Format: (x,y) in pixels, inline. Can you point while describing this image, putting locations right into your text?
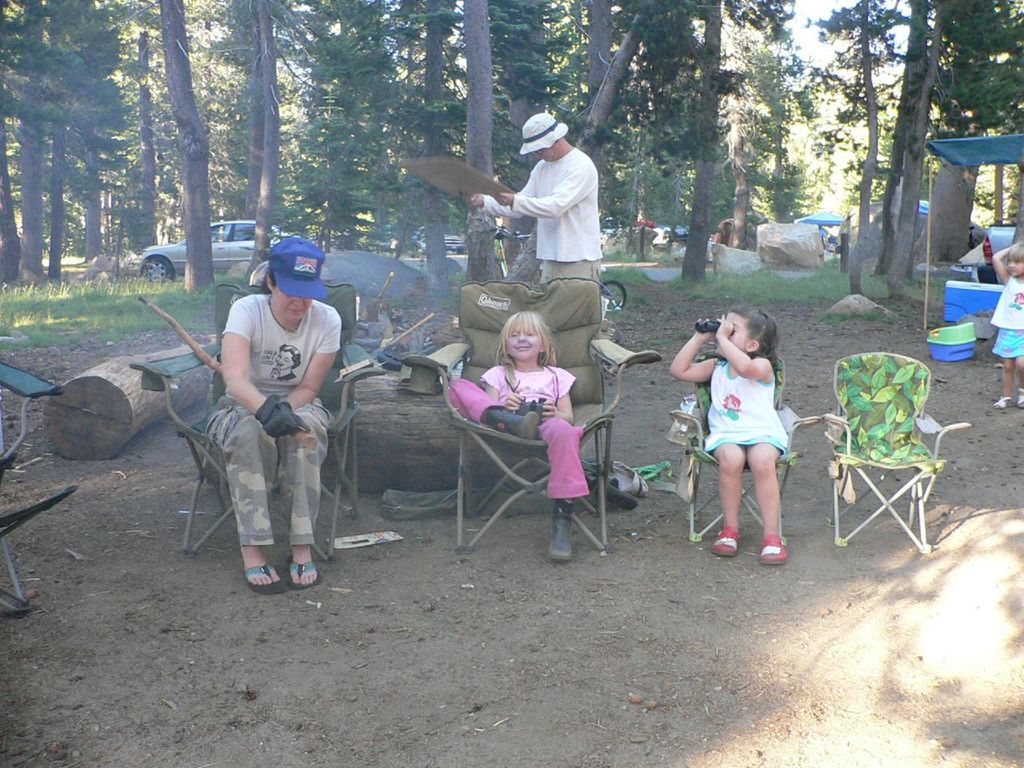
This picture shows a woman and two children (530,324) seated on the chairs (555,318) and we see a man (551,242) standing and a girl (1005,297) standing on the side and we see a trees (500,80) around and a car (157,250) parked.
